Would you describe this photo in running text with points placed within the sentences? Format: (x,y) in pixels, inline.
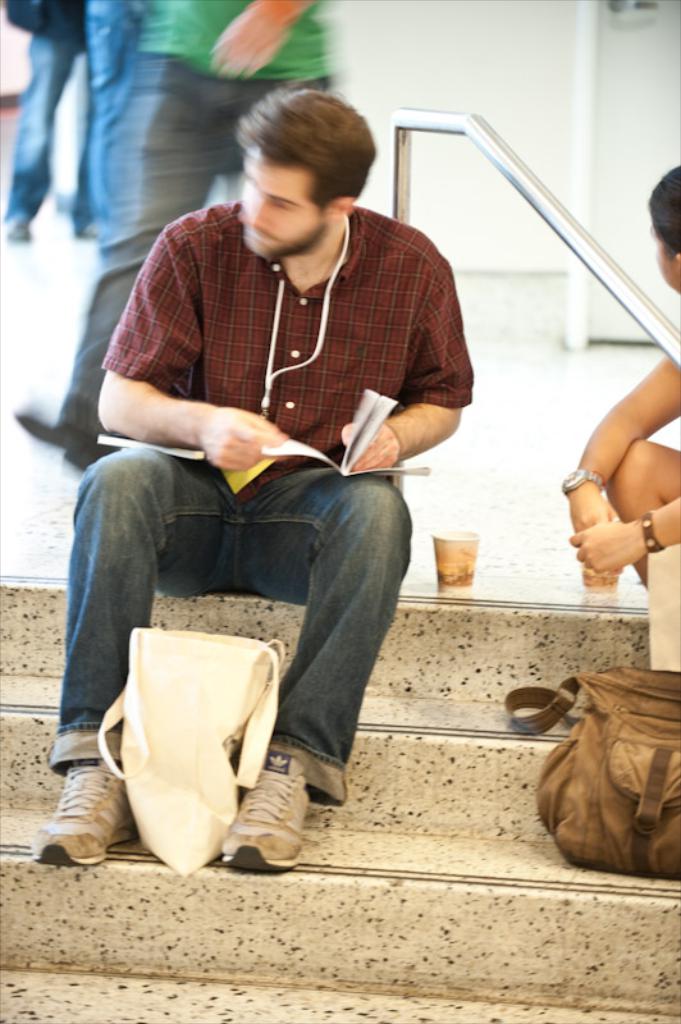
In this picture I can see bags (615,716), cup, there are two persons (634,515) sitting on the stairs (400,652), and in the background (166,204) there are legs (121,194) of persons (103,145).
